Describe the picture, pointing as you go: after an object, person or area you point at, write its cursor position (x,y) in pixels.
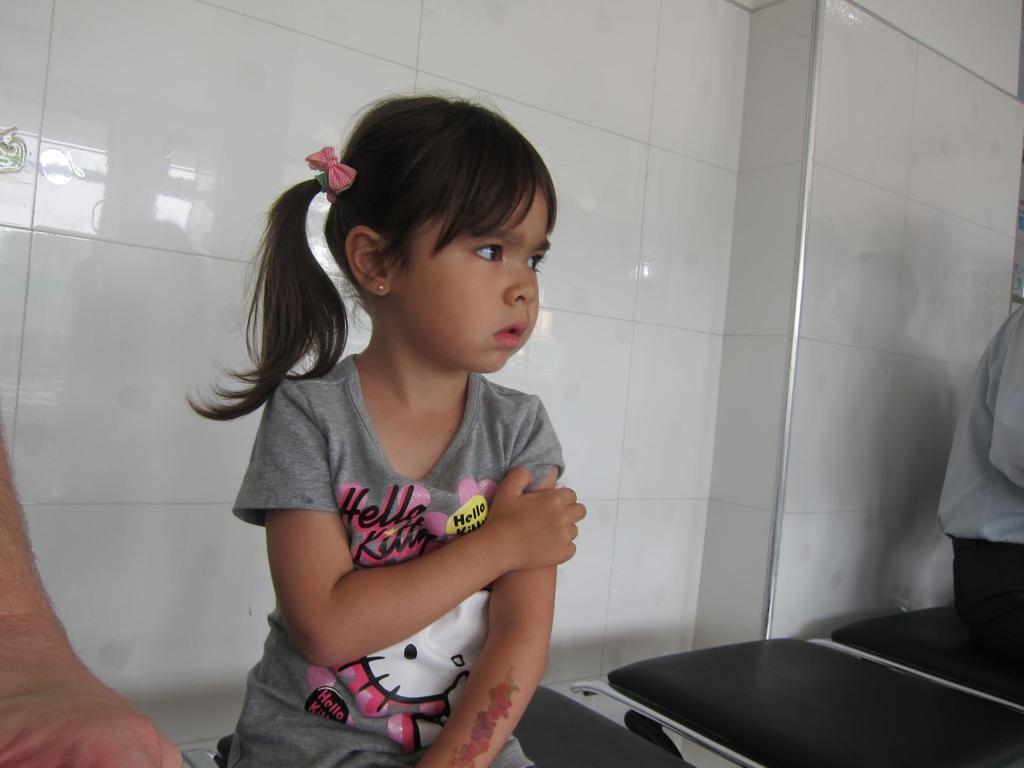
In this picture we can see few people (491,572), they are all seated on the chairs (832,710), in the background (696,370) we can see a wall (716,344).
